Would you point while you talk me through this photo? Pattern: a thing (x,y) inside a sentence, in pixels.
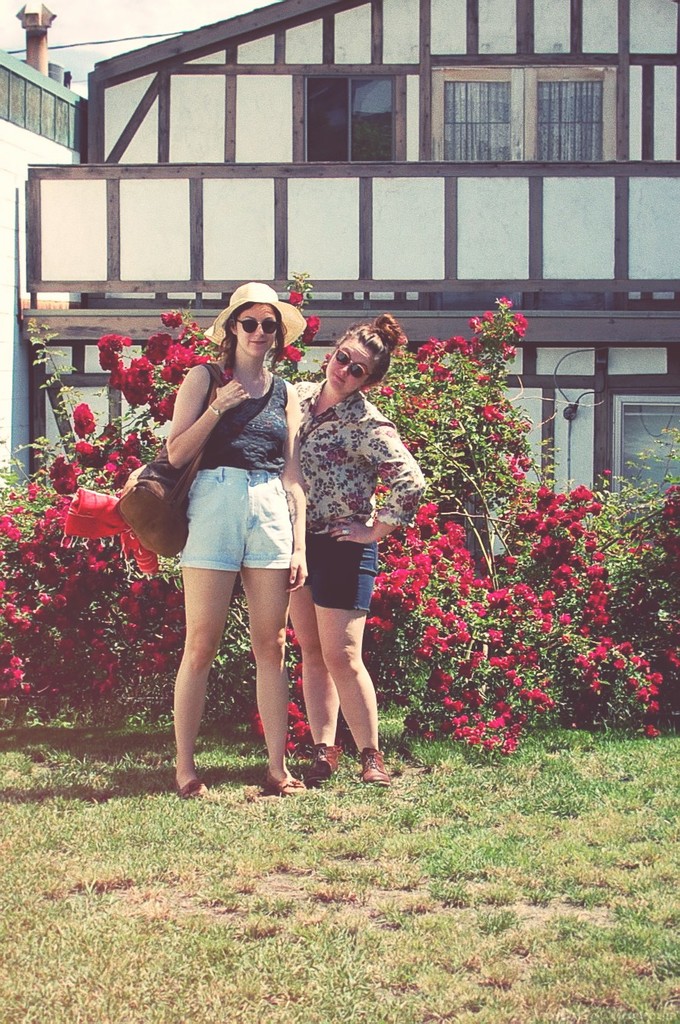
In the center of the image (302,386) we can see two ladies (205,378) are standing and wearing dress (314,416), goggles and a lady (281,569) is wearing hat (278,307) and carrying bag (188,482). In the background of the image (269,254) we can see the buildings (425,184), windows (627,429), plants (6,642), flowers (550,519). At the bottom of the image (265,836) we can see the ground (227,836). In the top left corner (122,43) we can see the sky (169,38).
